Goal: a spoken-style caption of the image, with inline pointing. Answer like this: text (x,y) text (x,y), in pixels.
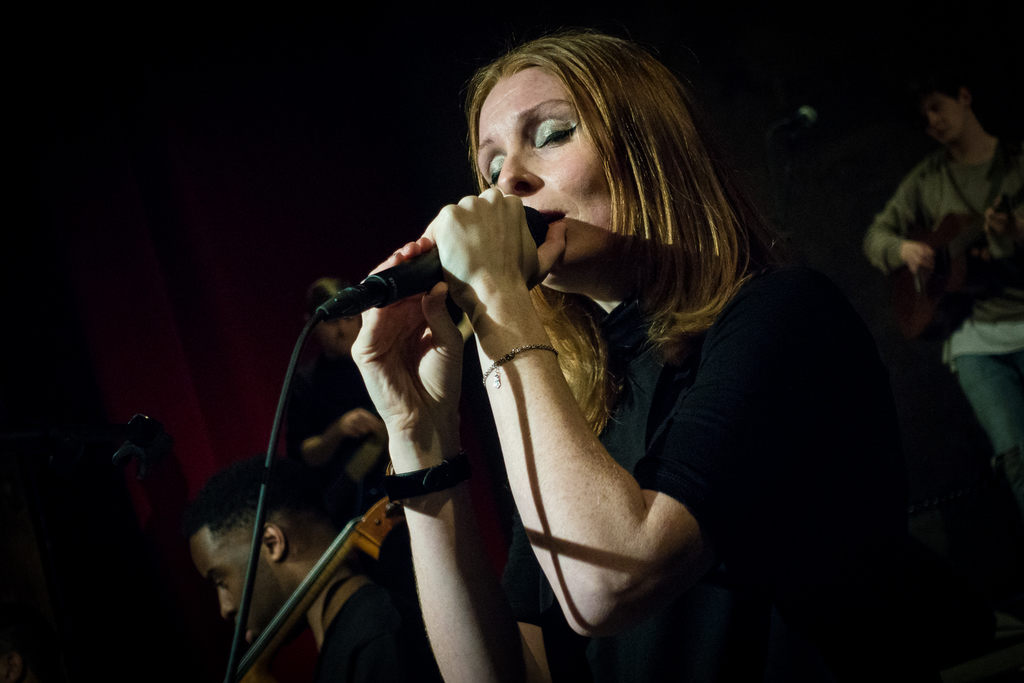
In this picture there is a lady (589,286) in the center of the image (552,285), by holding a mic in her hands (452,222) and there are other people (324,350) in the background area of the image (1013,152).
